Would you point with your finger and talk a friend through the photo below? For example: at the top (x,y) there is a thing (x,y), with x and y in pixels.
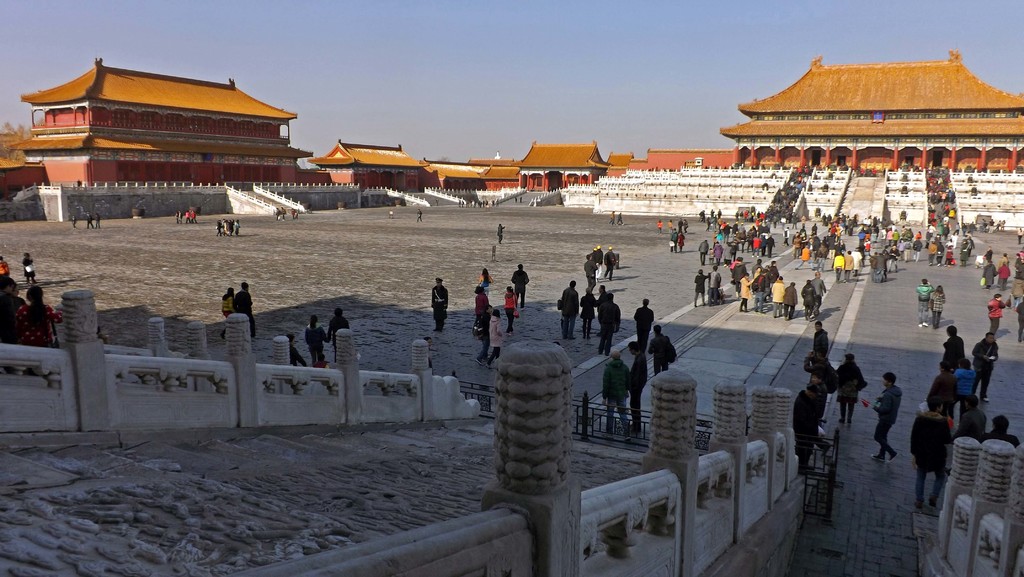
In this picture we can see the buildings (197,126). On the left (46,341) we can see group of person (49,318) standing near to the stairs (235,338). Here we can see two persons (645,386) standing near to the gate (624,411). On the right (855,223) we can see many peoples (873,223) standing on the ground (634,268). On the top (556,95) there is a sky (548,95). Here we can see trees (1,132).
